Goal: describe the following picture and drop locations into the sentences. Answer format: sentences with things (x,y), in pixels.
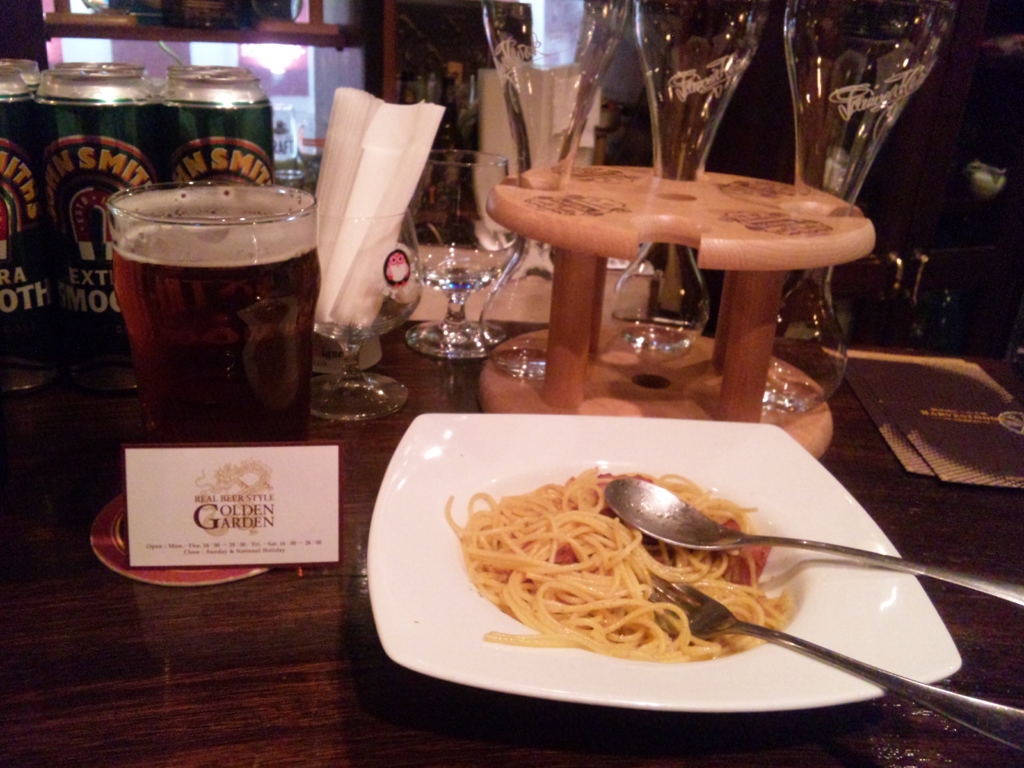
This picture shows some food (541,606) in the plate (836,574) and we see a fork (717,615) and a spoon (1021,605) and couple of glasses (368,325) and glass (157,288) with beer (303,283) and few napkins (383,173) and cans (48,183) on the side.
